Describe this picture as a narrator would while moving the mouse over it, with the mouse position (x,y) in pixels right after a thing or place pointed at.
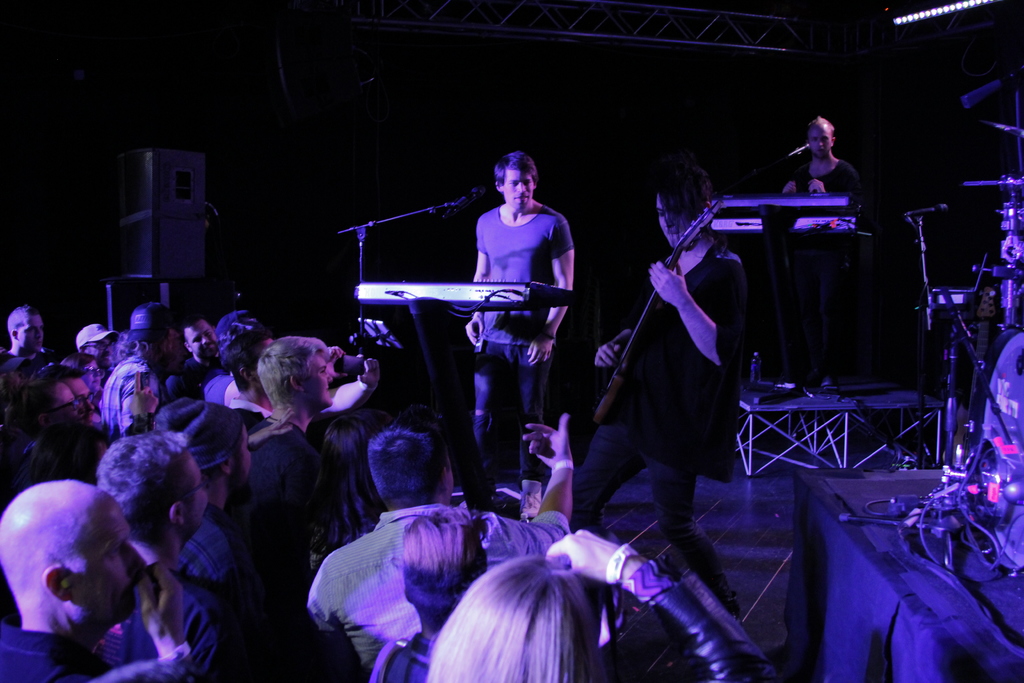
In this image I can see few people (227,409) standing. I can see few people (533,190) are playing musical instruments (531,283). I can see few mics (474,192) and stands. Background (734,95) is black in color.
